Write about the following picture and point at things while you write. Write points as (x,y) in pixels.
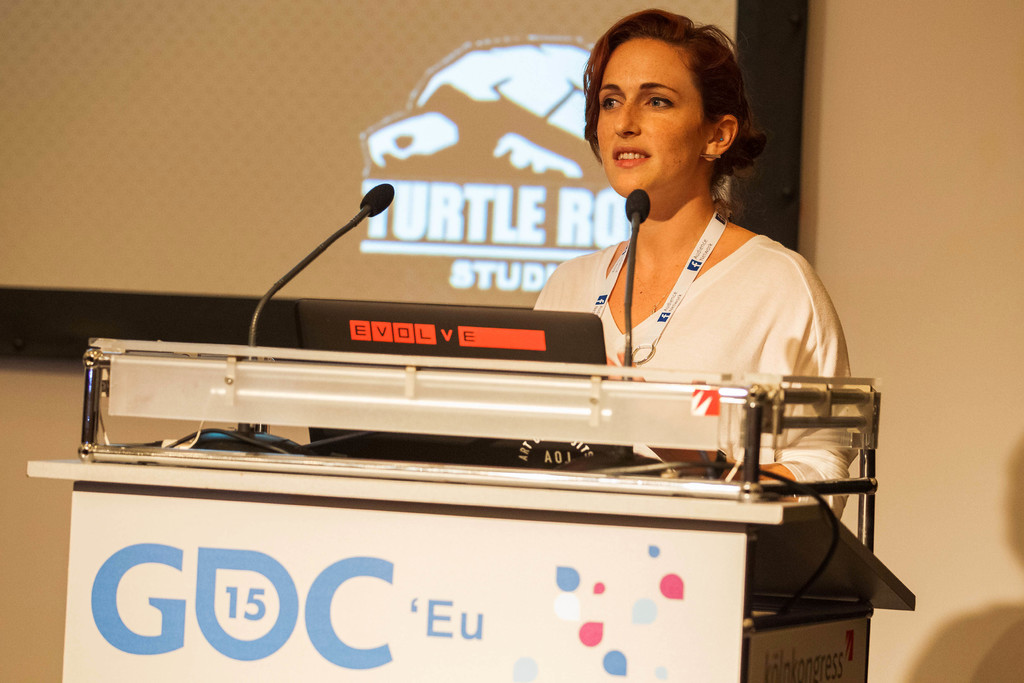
Here we can see a woman (678,268) standing in front of mike's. There is a podium (566,588) and a laptop (441,317). In the background (930,588) we can see a screen (493,112) and wall (939,123).
